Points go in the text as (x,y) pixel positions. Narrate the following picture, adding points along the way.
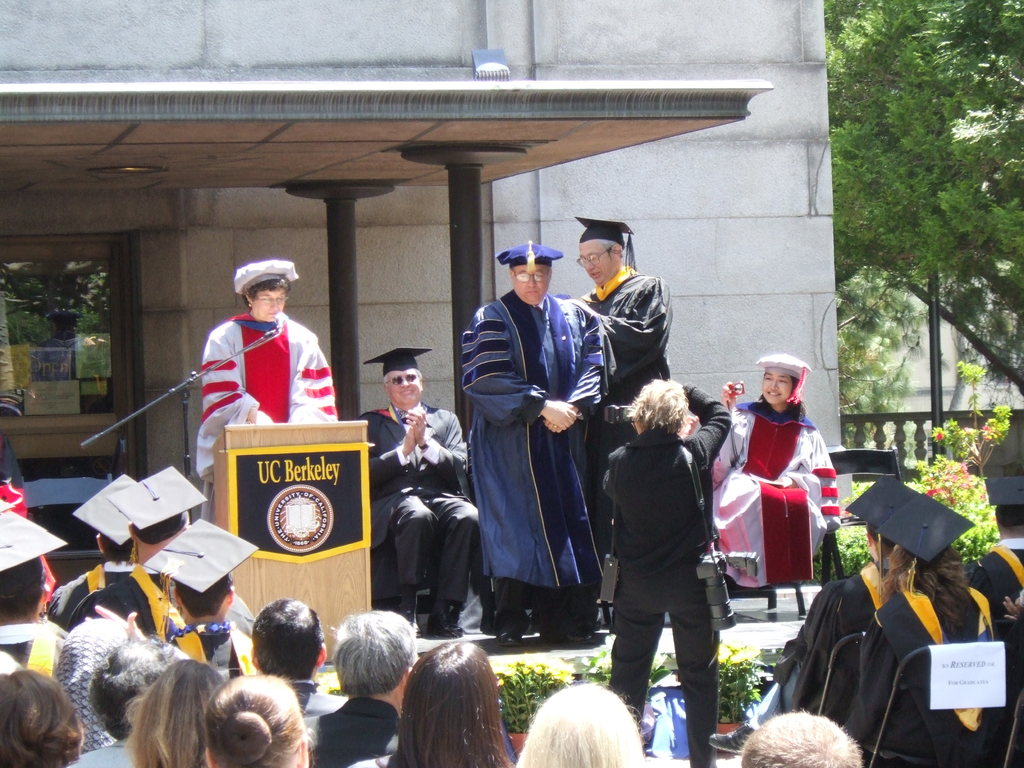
In this picture there are people (473,683) at the bottom side of the image (100,517), some of them are wearing graduation gowns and there are other people (616,372) on the stage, there is a lady (295,406) on the stage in front of a desk (290,523) and there is a building (476,260) in the background area of the image (703,217), there are trees (858,289) on the right side of the image (878,247).
